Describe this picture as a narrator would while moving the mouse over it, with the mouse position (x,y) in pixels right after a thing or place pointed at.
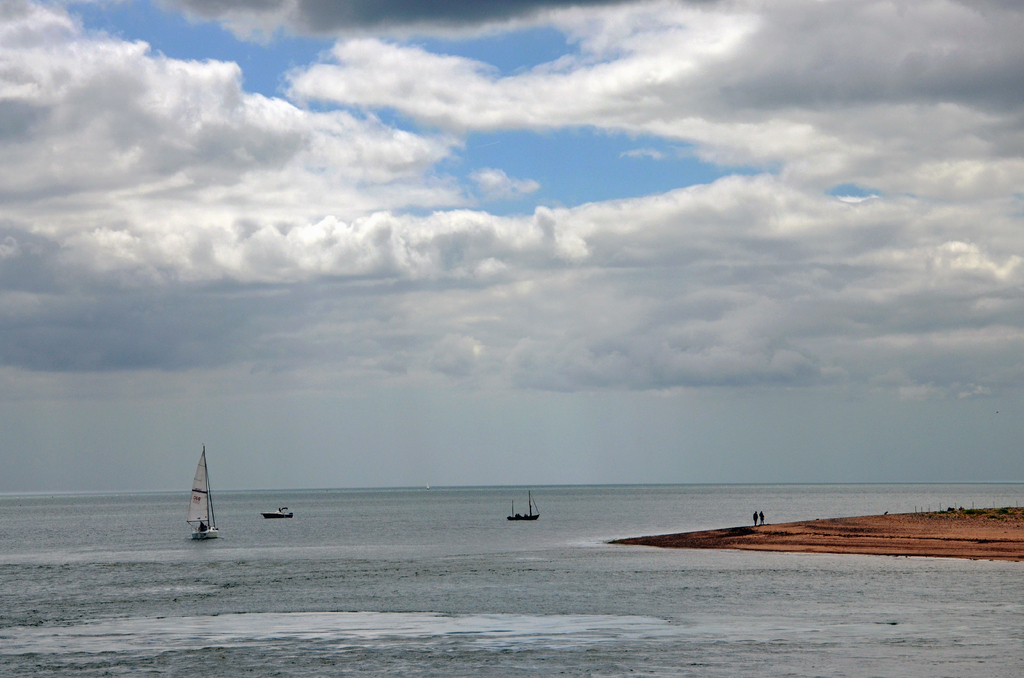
In this image, we can see boats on the water (373,546). There is a ground (929,547) in the bottom right of the image (966,514). There are clouds (589,210) in the sky (513,97).
